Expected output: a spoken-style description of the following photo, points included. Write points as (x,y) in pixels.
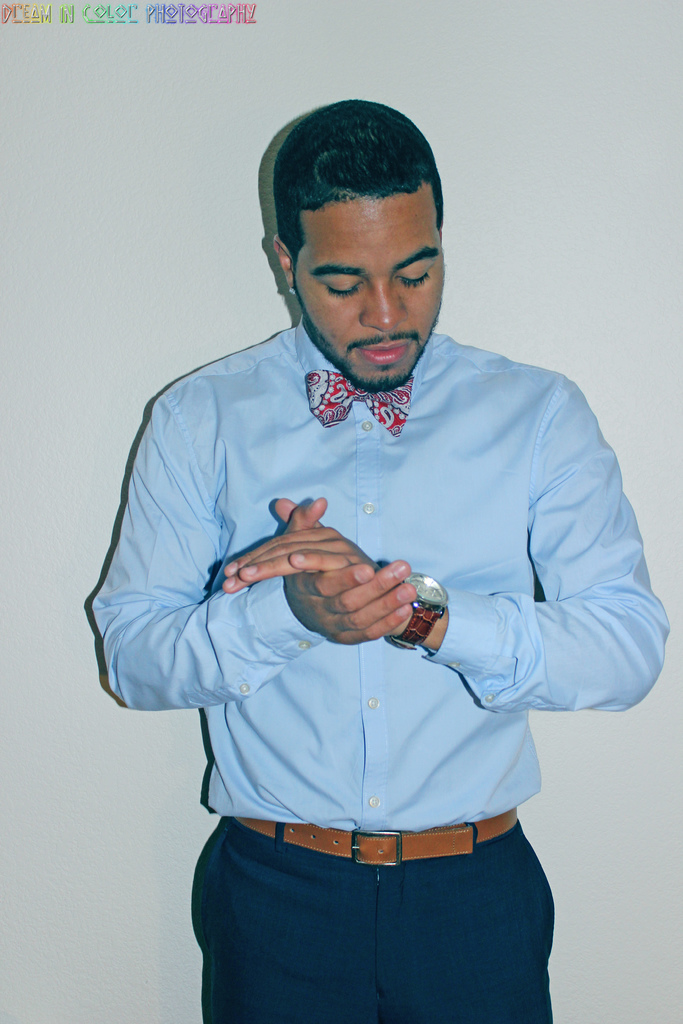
In this image we can see a person (382,599). There is a wrist watch (415,638) in the image. There is some text (126,6) at the top most of the image (151,16). There is a white background (260,181) in the image.
